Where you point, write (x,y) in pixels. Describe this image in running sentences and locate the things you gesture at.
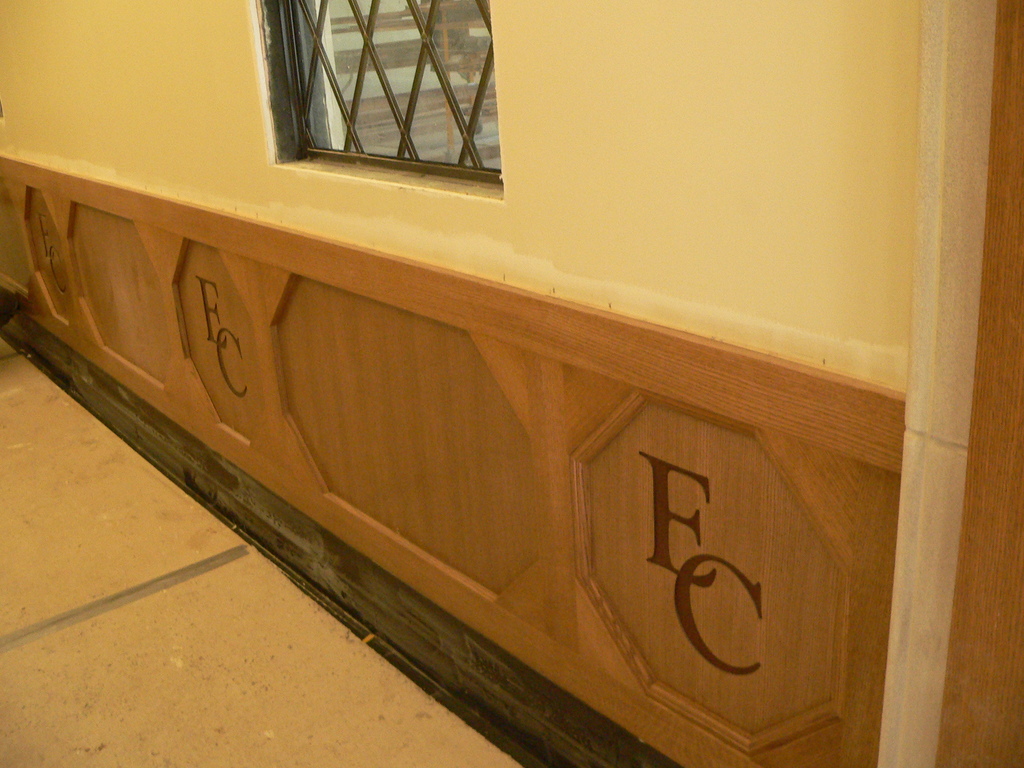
In this image there is a wall (551,143) and on the wall (237,250) there is a window (393,148) and there is some text (733,570) written on the wall (430,437).
